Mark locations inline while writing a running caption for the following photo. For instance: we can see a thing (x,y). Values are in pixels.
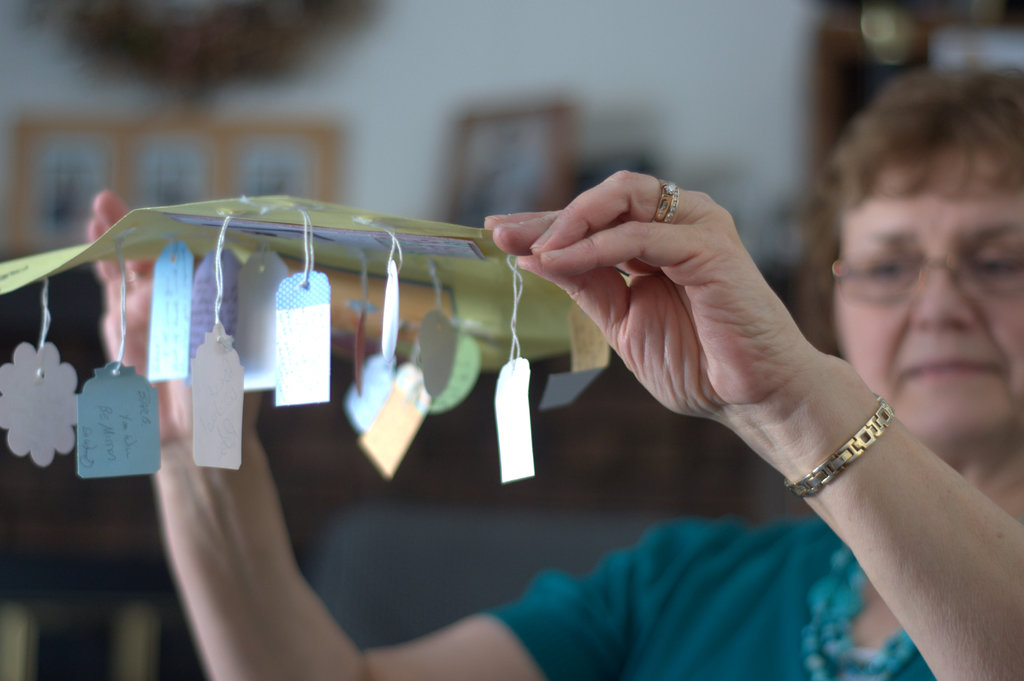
In this image I can see there is a woman (934,318) sitting and she is holding a paper (290,313) and the backdrop of the image (35,330) is blurred.
